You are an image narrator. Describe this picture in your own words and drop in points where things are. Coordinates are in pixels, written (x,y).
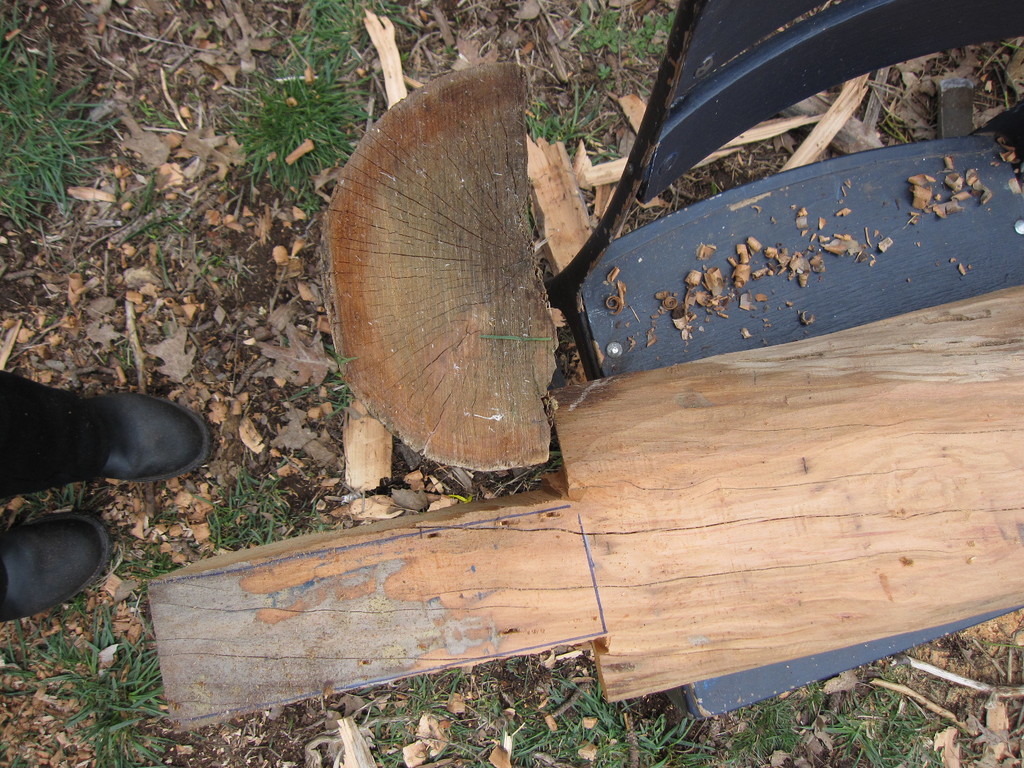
In this picture there is a chair (770,244) on the right (761,266). On the chair (818,192) there is a log (719,502), beside it there is another log (490,224). Towards the left (1,494) there is a person (14,568), only boots (144,409) can be seen.
